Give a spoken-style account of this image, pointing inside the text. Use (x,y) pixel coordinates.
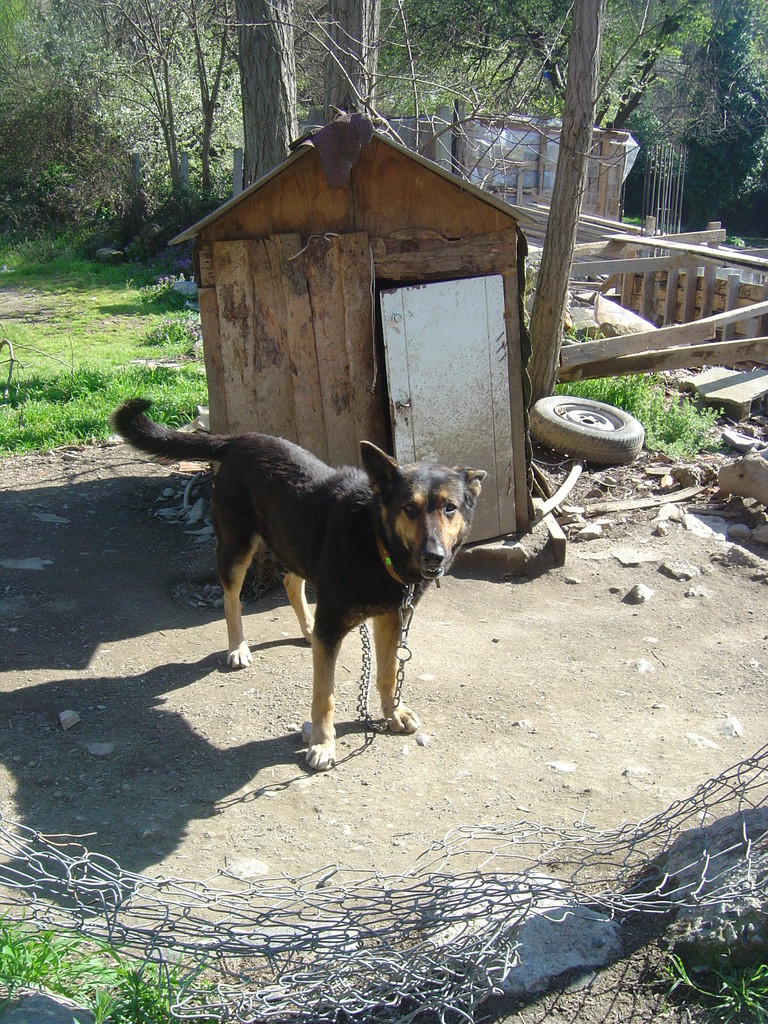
In the image there is a dog (384,617) and behind the dog (367,486) there is a dog house (407,256) and beside the dog house (503,454) there are some waste objects (683,490). In the background (180,90) there are some trees (95,199) and grass (65,343).
